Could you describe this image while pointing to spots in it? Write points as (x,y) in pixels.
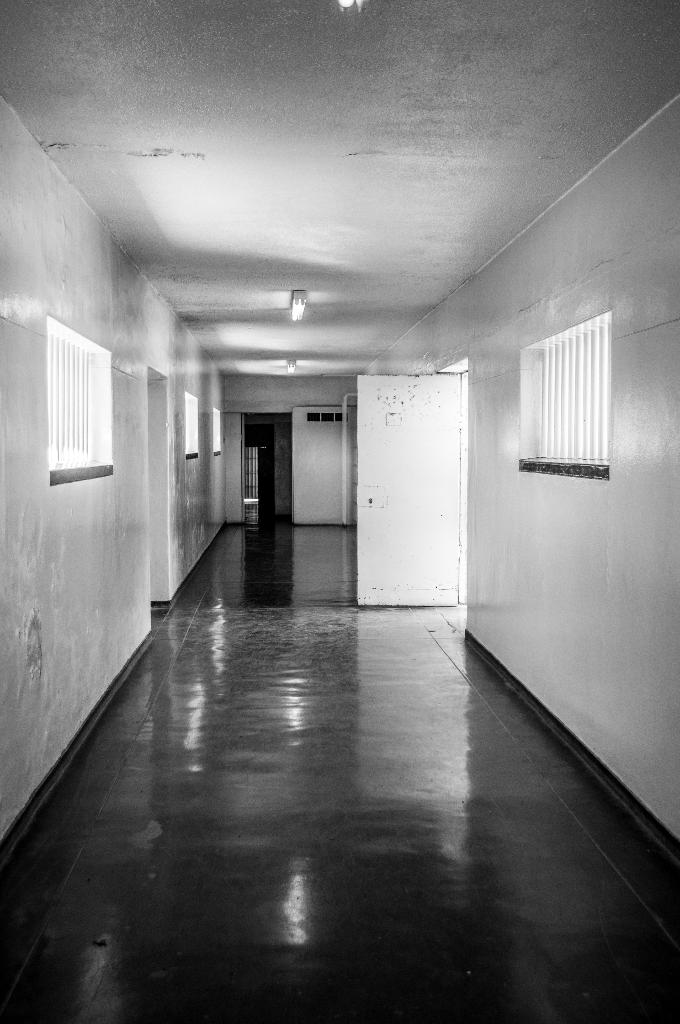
The image is taken inside a building (235,458). On the right (559,358) there are door (418,459), window (595,451) and wall (646,254). On the left (146,279) we can see windows (97,436) and wall (157,427). At the top (292,311) we can see tube lights (296,303). In the center of the background (266,484) it is looking like a door (266,471).
